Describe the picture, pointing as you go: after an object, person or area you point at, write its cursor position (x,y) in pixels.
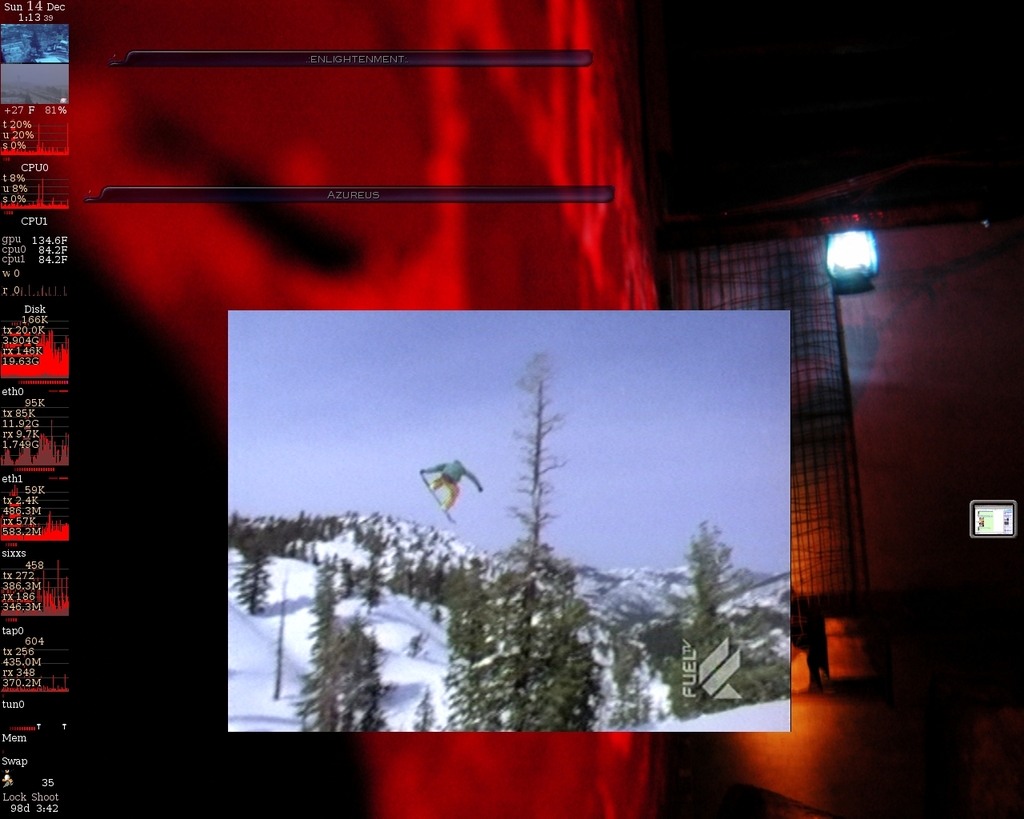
This is a edited image. In the center of the image (417,543) there are trees (329,647), snow (274,605) and mountains (389,533).
